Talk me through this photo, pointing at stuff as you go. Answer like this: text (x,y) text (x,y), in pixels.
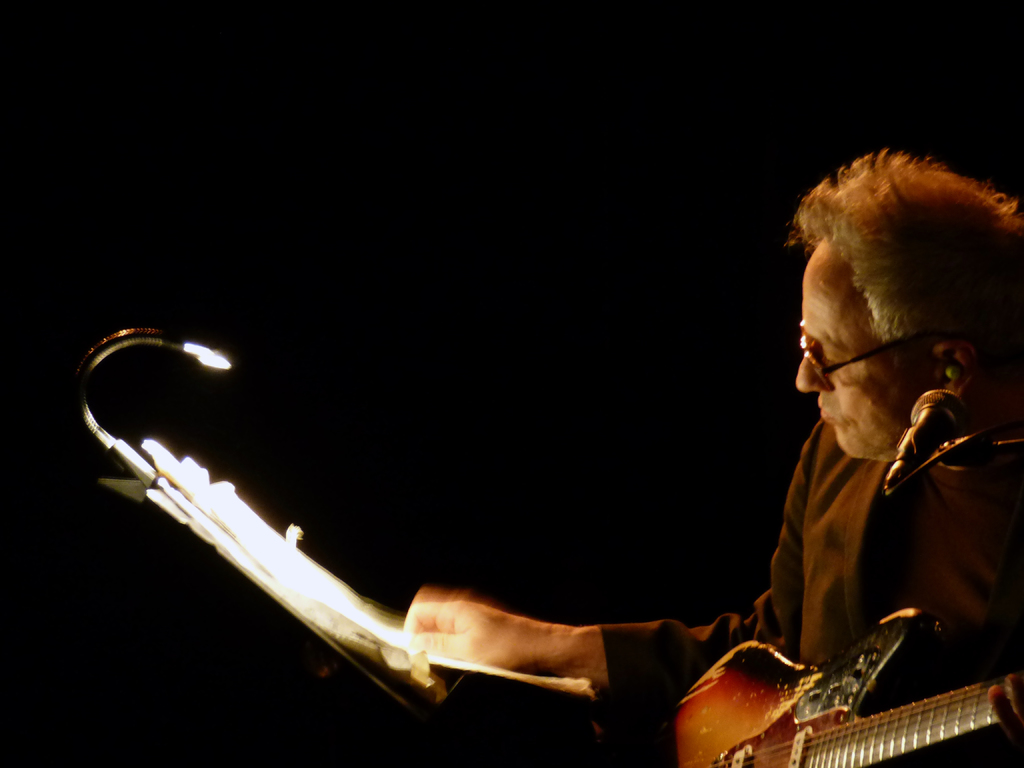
In this image I see a man (917,201) who is holding a guitar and he is in front of the mic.
